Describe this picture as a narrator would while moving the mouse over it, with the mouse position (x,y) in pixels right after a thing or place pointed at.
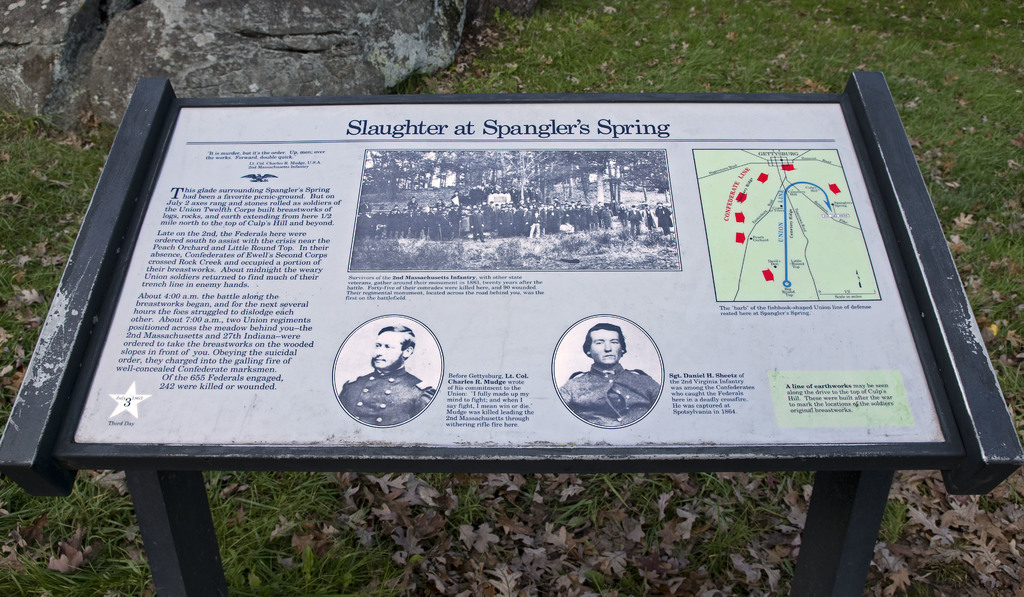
This image is taken outdoors. At the bottom of the image (422,532) there is a ground (432,533) with grass (92,545) on it. There are many dry leaves (968,537) on the ground (993,294). At the top left of the image (118,38) there is a rock (319,41) on the ground (506,17). In the middle of the image (607,207) there is a stand (82,377) with a board (586,397) on it. There are a few images (475,262) of human (606,366) and there is a text (198,384) on the board (448,234).
